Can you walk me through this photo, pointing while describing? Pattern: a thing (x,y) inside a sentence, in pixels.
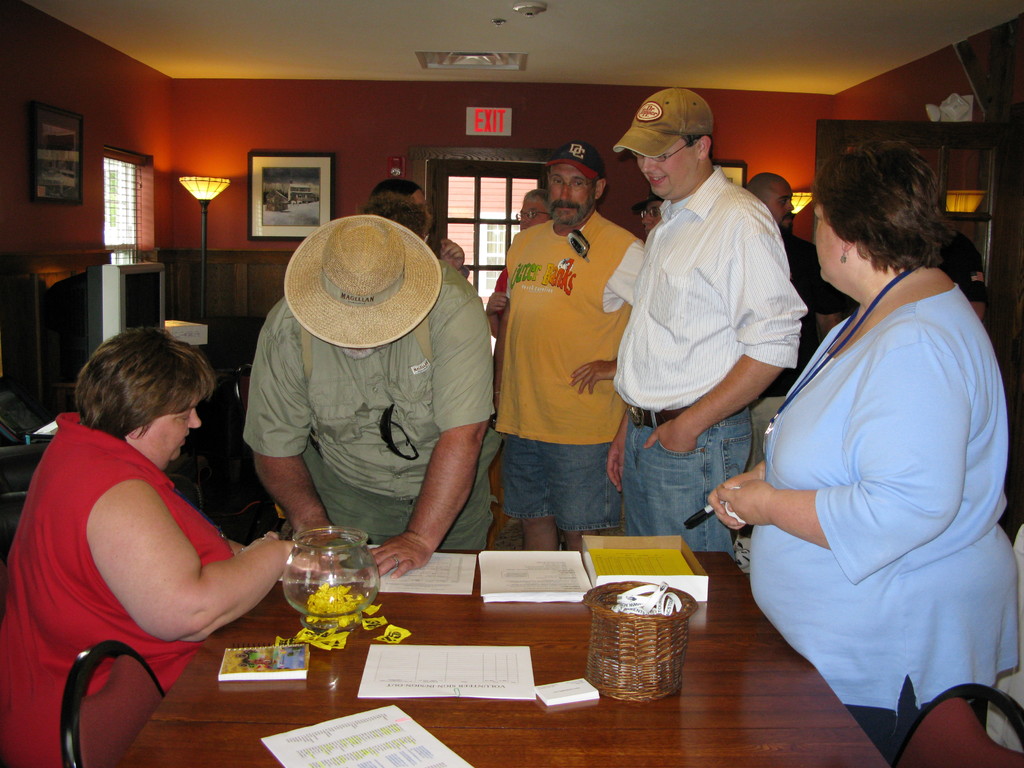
In this image we can see a lady (73,535) wearing red dress (88,542) is sitting on the chair (160,678) near the table (358,662). There are glass jar (361,572), book (281,656), papers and basket (596,629) on the table (579,625). These people (263,400) are standing near the table (555,631). In the background of the image (278,191) we can see a television (136,290), photo frames (279,163), lamp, exit board (491,118) and windows (471,221).
